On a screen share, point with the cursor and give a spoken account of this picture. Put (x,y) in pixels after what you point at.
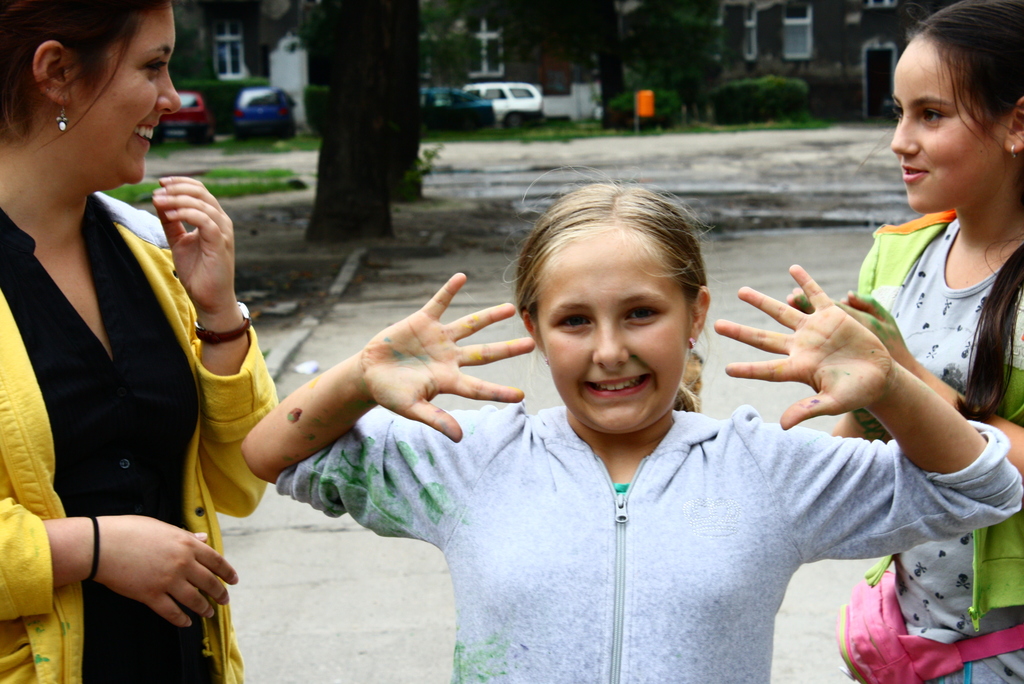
This picture is clicked outside. In the foreground (712,575) we can see the group of women (949,71) standing on the ground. In the background (779,26) we can see the buildings (745,23), plants (730,92), trees (403,75), vehicles (513,116), green grass (561,138), ground (757,148) and the trunks (374,49) of the trees (394,89) and the windows (487,57).
